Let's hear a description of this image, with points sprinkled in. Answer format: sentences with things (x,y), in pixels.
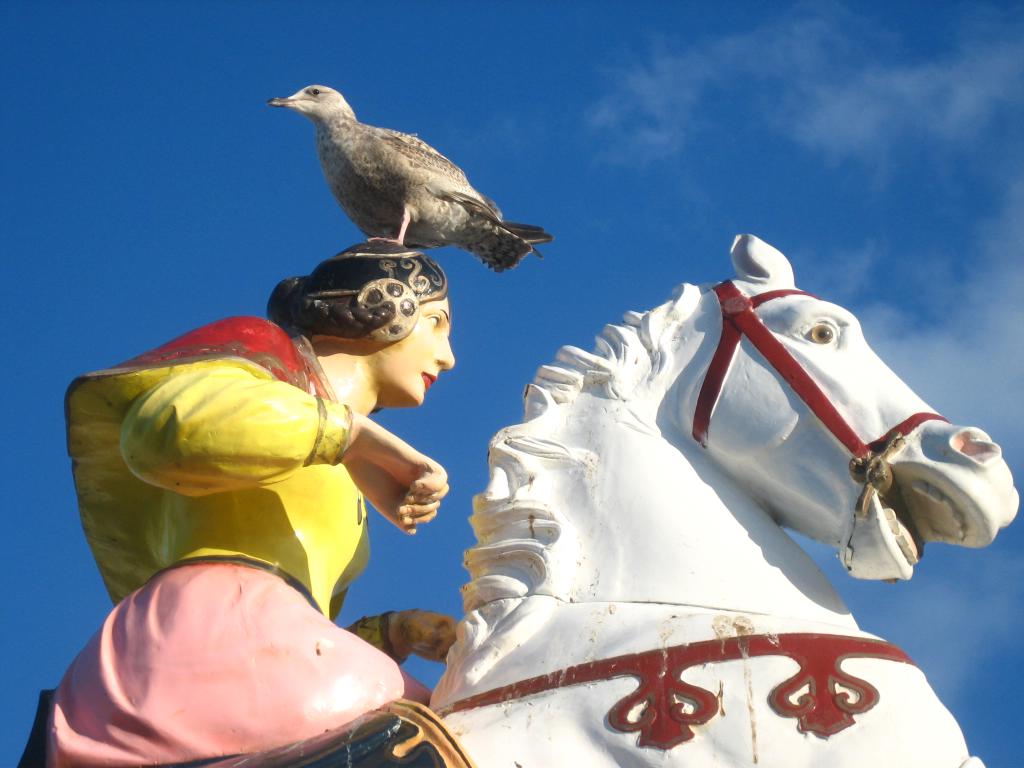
In the image we can see there is a human statue (303,466) sitting on the horse statue (644,570) and there is a bird (388,168) sitting on the human statue (365,269). The sky (602,314) is clear.
